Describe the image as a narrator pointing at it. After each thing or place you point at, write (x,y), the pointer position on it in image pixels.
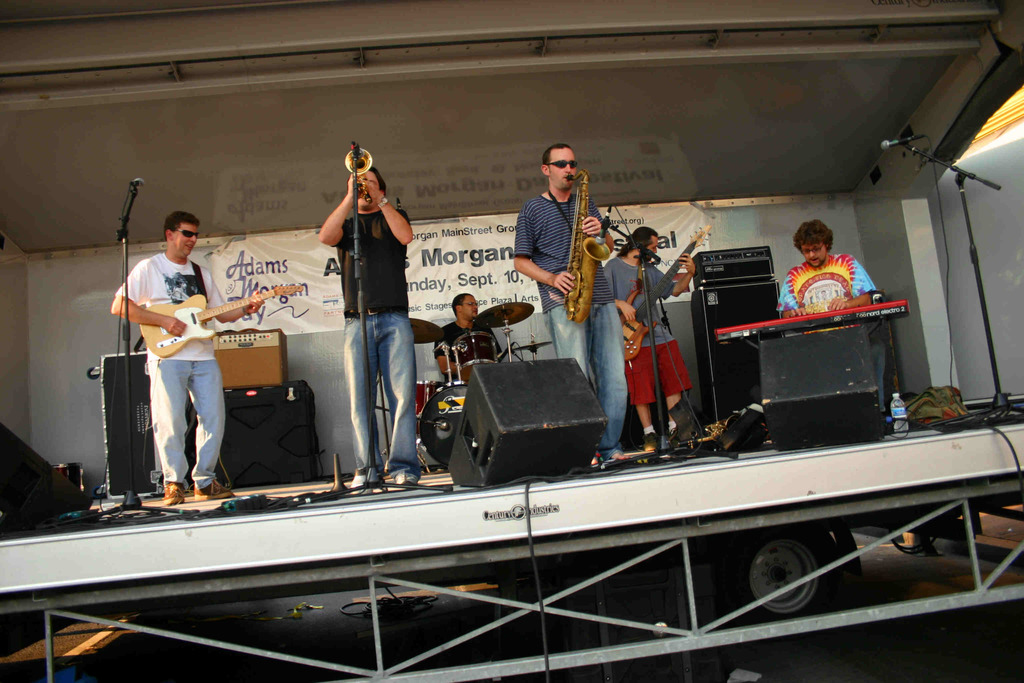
In this image it seems like there is a music concert going on the stage (293,484). On the stage (437,479) there are people (548,316) performing different instruments (184,333) and the man (167,278) to the left side (173,262) is performing the guitar (167,337) and the man (459,329) at the background (456,349) is playing the drums (456,349) and the man (790,295) to the right side (784,295) is playing the piano (794,322) and the man (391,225) in the middle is playing the saxophone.
